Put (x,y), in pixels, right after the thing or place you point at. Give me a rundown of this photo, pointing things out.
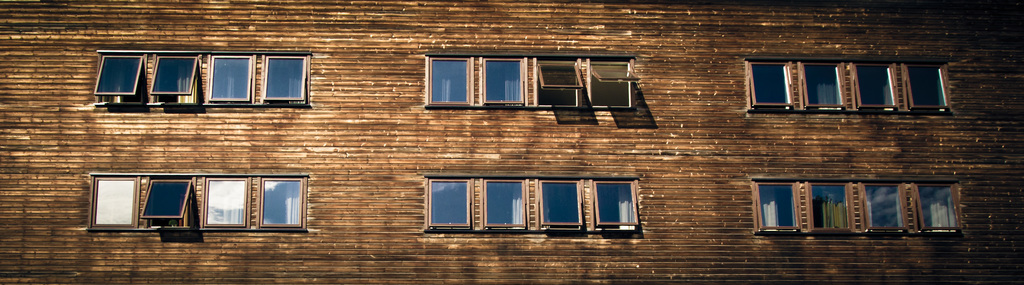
In this image, we can see a wall (1022,226) and we can see some windows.
